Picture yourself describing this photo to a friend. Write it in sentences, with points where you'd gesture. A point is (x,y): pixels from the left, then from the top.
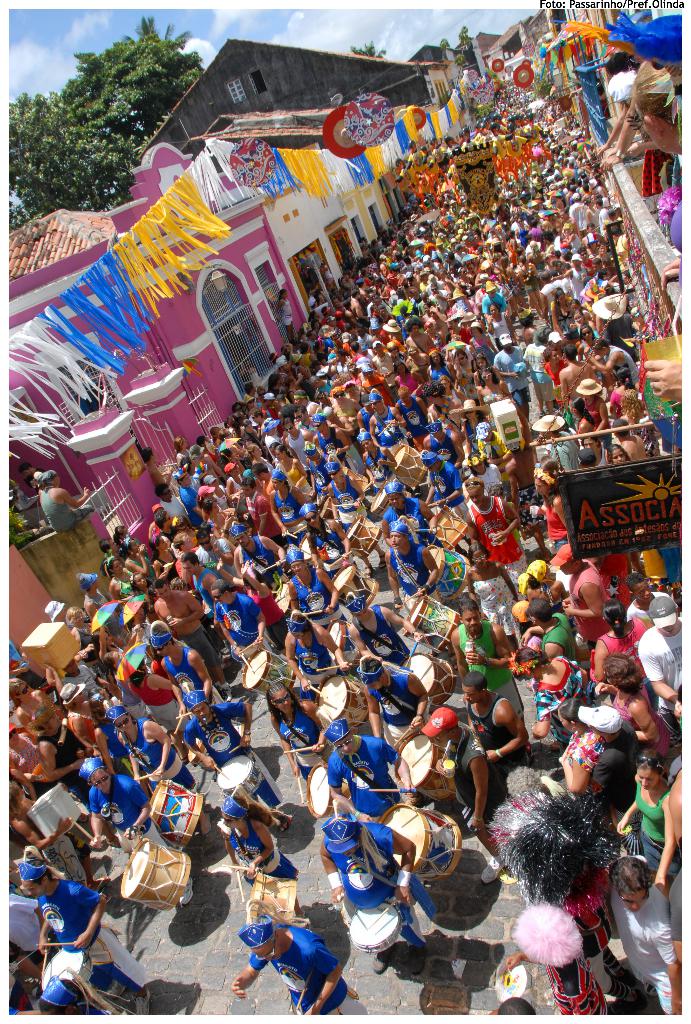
In this image there are many people (366,453) participating in a carnival by playing drums (341,624) and some other musical instruments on the road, besides the road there are trees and buildings (655,263).
